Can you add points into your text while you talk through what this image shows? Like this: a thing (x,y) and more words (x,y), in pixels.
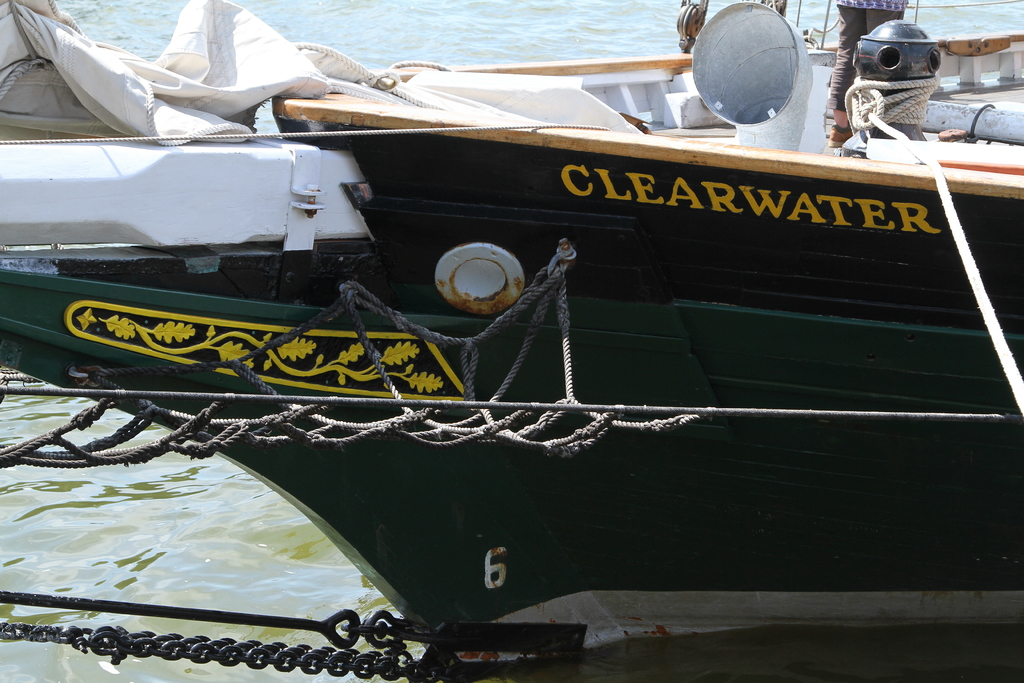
In the center of the image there is a green color boat (410,534). At the bottom of the image (735,648) there is water (687,653). To the left side of the image (217,642) there is chain (140,632).
